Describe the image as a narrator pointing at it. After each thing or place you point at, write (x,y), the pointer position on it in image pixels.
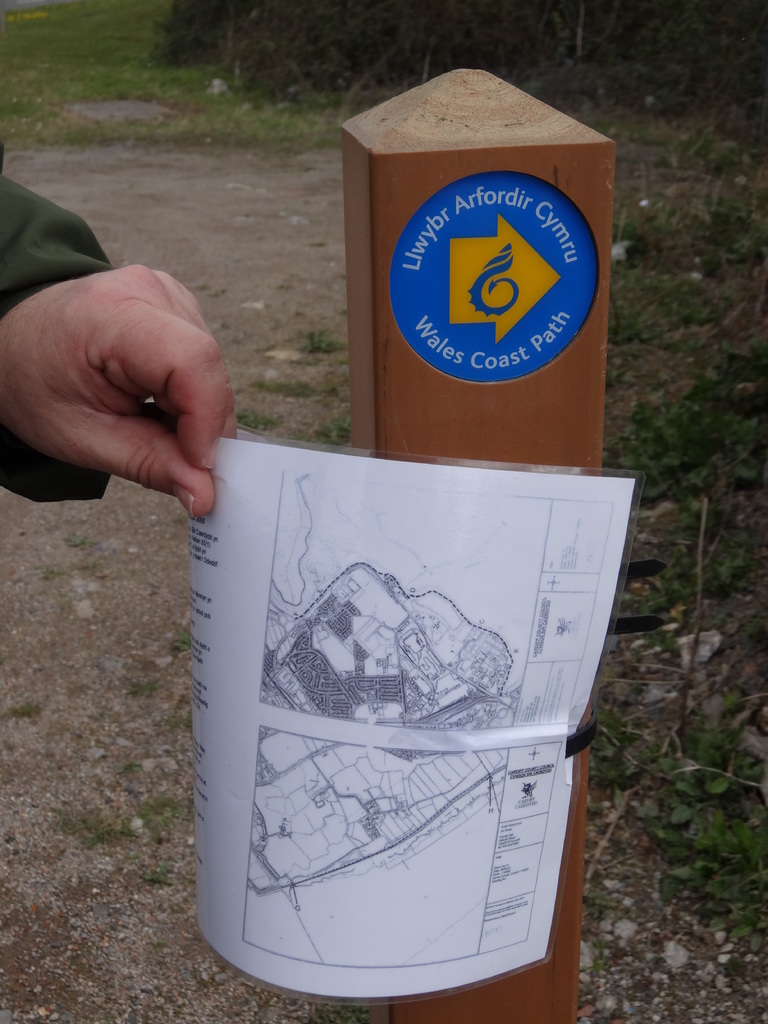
In this picture we can see hand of a person (24,228) holding a paper (498,757). There is a wooden stick (471,405). In the background (283,105) we can see grass (717,416).
